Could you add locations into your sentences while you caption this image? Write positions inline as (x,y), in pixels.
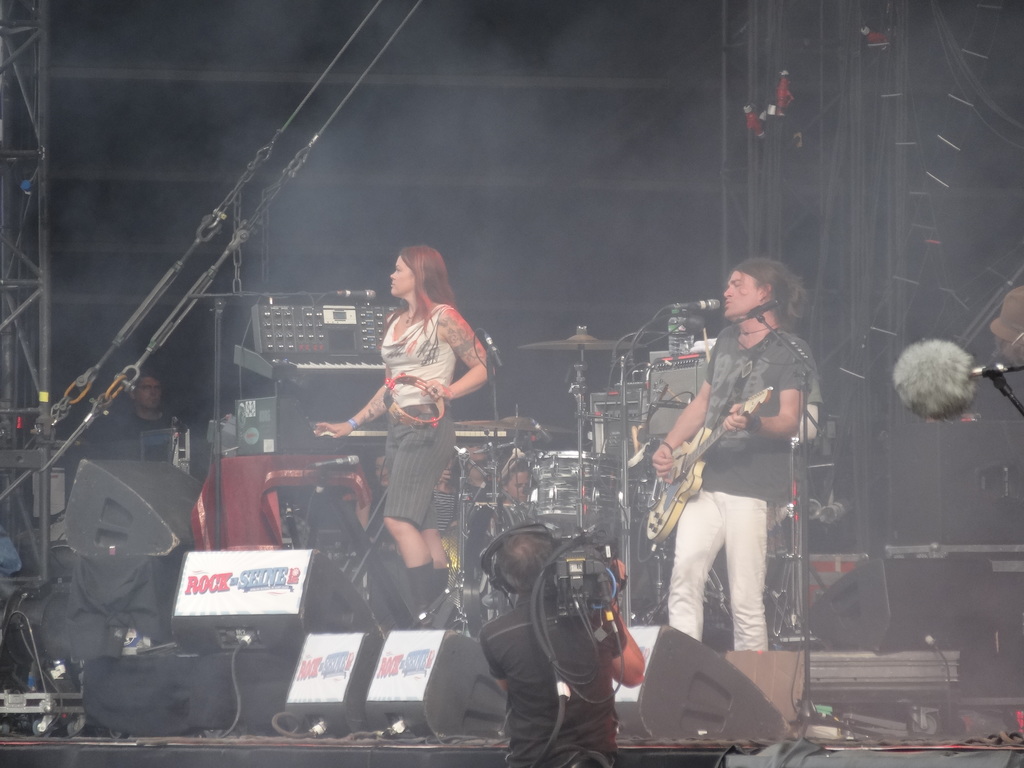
This image is clicked at a stage performance. In the middle (424,349) there is a woman (422,377) she wear t shirt (423,364) and skirt (409,489) her hair (421,269) is long she is playing a musical instrument (394,382). On the right (735,444) there is a man (746,418) he wear t shirt (725,388) and trouser (705,506) he is playing guitar (705,449). In the middle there is a man (565,642) he is holding camera (582,589) and there are speakers (258,652) and mic (918,378). In the back ground (153,410) there are drums (547,502), person (150,396) and some other musical instruments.
